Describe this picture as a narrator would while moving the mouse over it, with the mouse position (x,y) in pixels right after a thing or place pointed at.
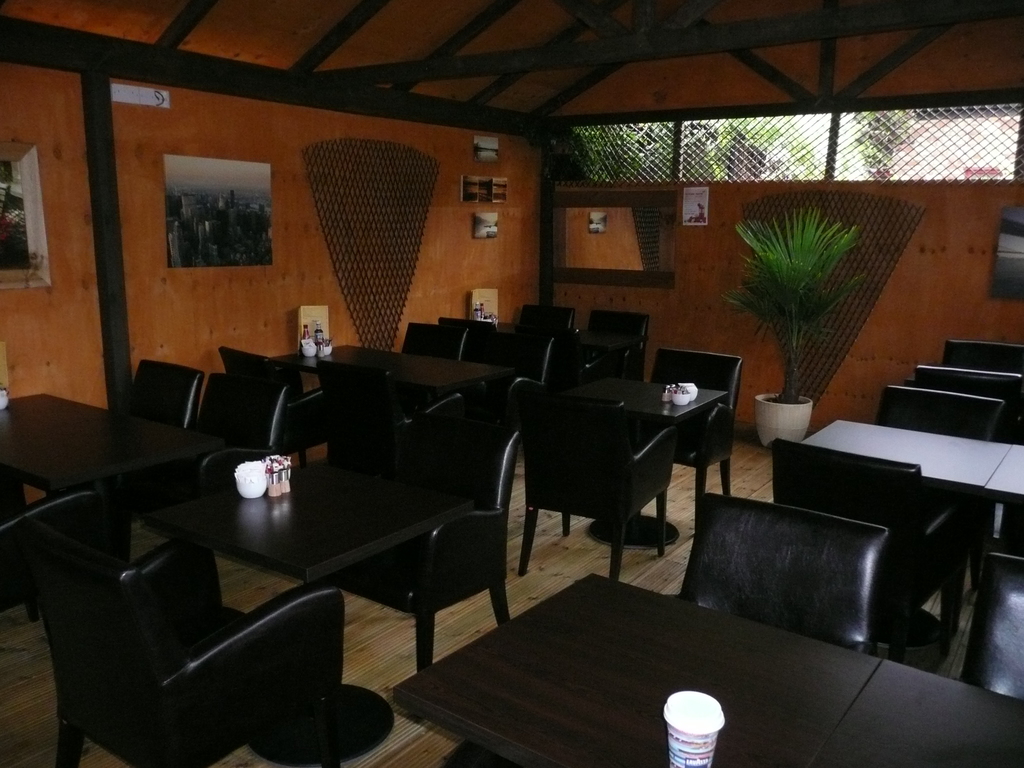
In this picture we can see some tables (674,653) and chairs (591,480) here, in the background (55,330) there is a wall (49,345), we can see some photo frames (25,235) on the wall (892,362), there is a cup (706,738) on this table (724,740), we can see a plant (800,298) here.
